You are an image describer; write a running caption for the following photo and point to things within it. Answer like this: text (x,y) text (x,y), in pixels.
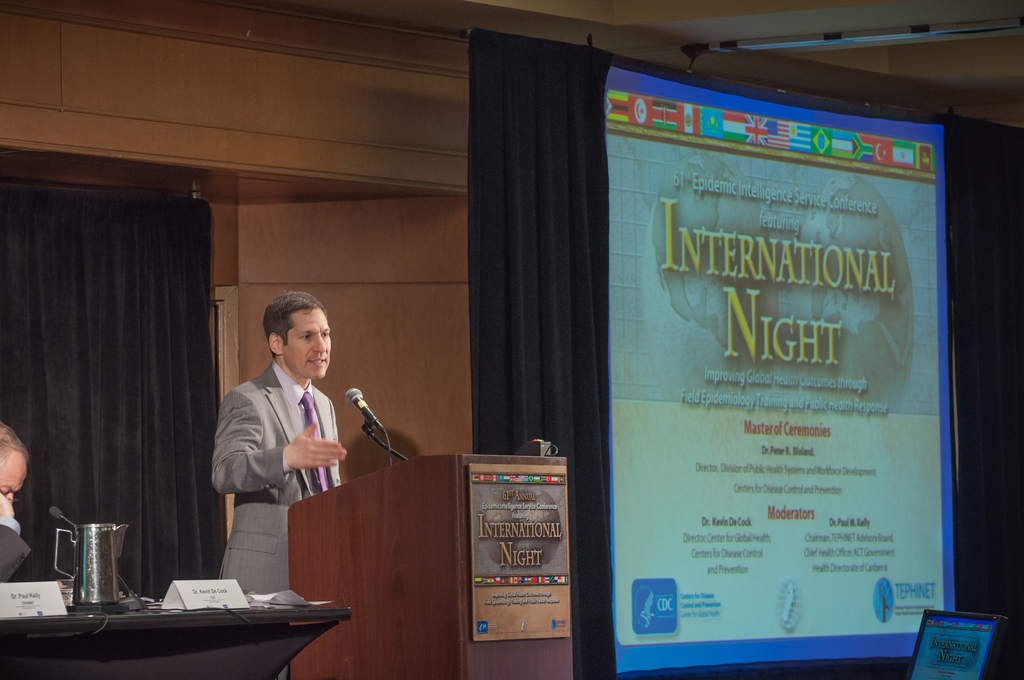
In this image, on the right (723,379), we can see a projector screen (815,392) and on the bottom right (934,653), there is a laptop (951,643). In the center of the image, we can see a man (306,436) standing and there is a mic (374,425) on the table top (415,494) and there is a mug (112,585) and a name board (223,603) placed on the stand (179,610).
